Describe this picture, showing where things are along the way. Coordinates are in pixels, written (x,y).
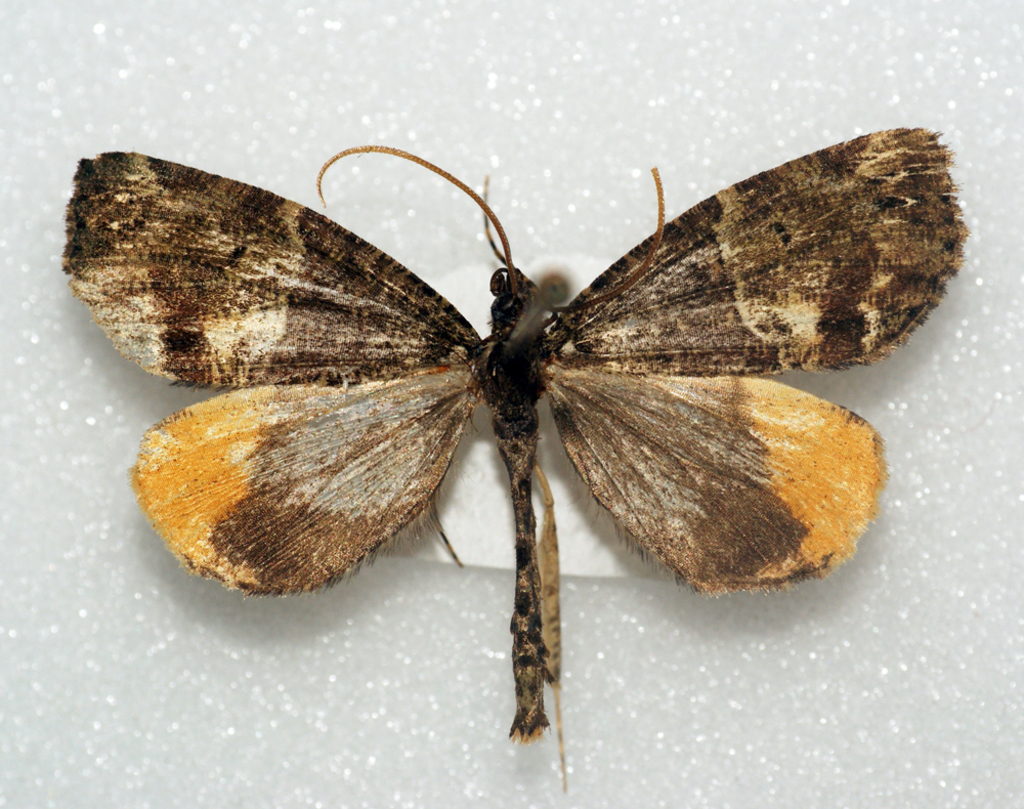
We can see insect (505,240) on the white surface (507,143).
